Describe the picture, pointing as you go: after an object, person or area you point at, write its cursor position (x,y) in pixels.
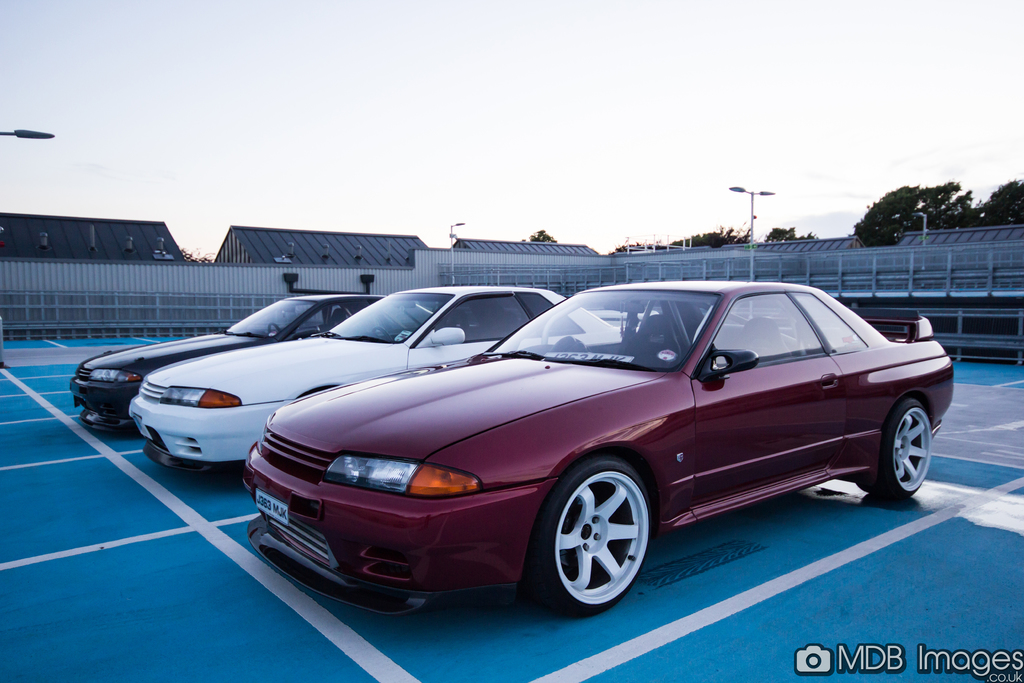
In the image in the center (362,427) we can see three cars (268,423) in different colors like red, black and white. On the right bottom of the image (953,666) there is a watermark (882,657). In the background (631,135) we can see the sky (593,151), clouds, trees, fences (960,309), buildings (331,262) etc.
